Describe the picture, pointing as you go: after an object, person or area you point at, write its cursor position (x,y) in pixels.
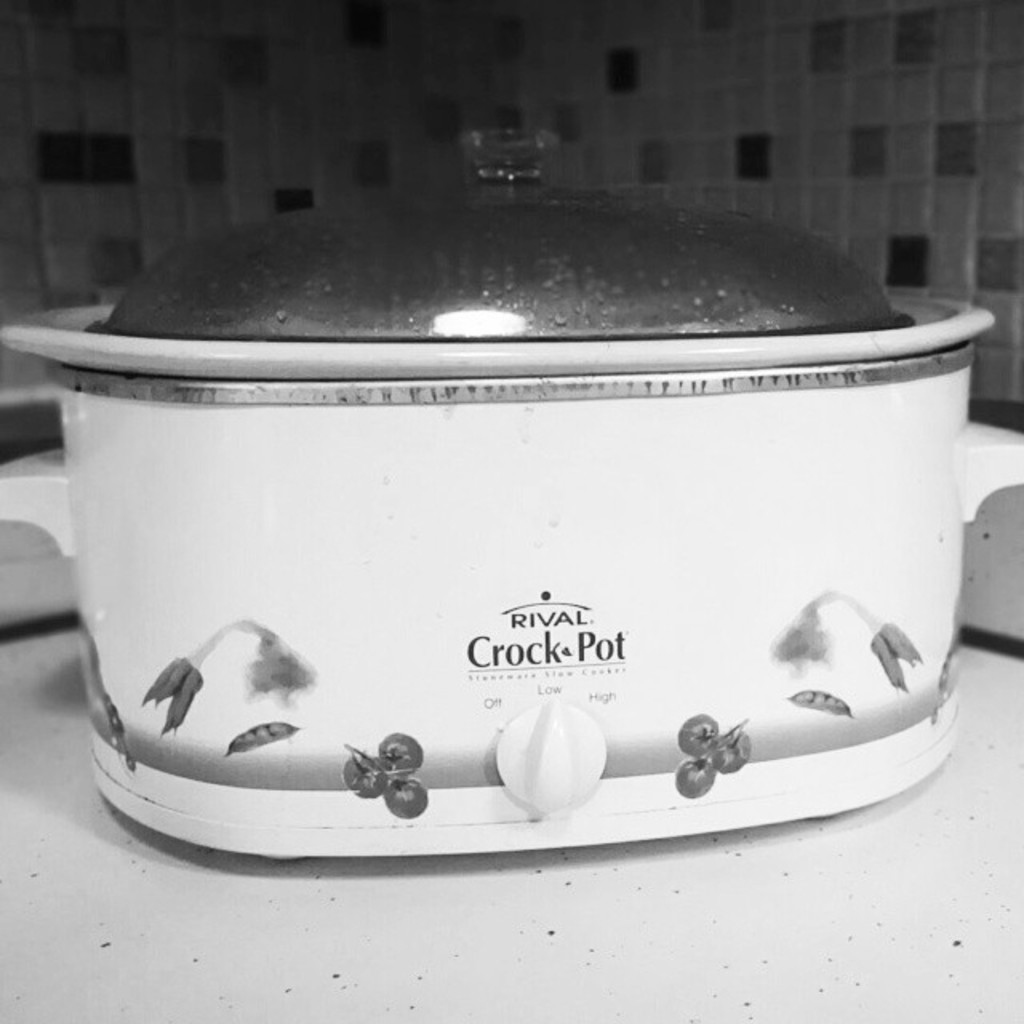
It is a black and white picture. In the center of the image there is a white platform (430,918). On the platform (430,902), we can see one container (443,604) with a lid (496,335). And we can see some text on the container (493,613). In the background (174,228), we can see a few other objects (174,228).
